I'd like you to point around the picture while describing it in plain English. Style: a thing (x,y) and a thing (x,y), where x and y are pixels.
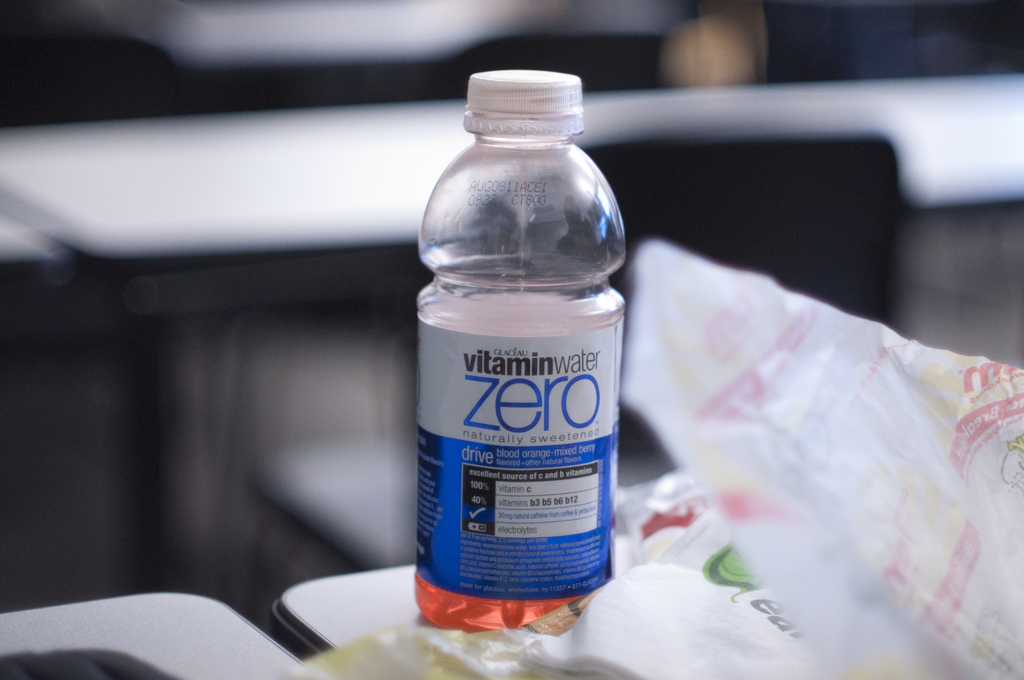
In this picture we can see bottle (591,195) with sticker (522,379) to it and it is placed on some table (333,613) where plastic covers (913,497) are beside to that bottle (511,507) and in background (176,177) we can see some table (595,100) and chair (725,165).
